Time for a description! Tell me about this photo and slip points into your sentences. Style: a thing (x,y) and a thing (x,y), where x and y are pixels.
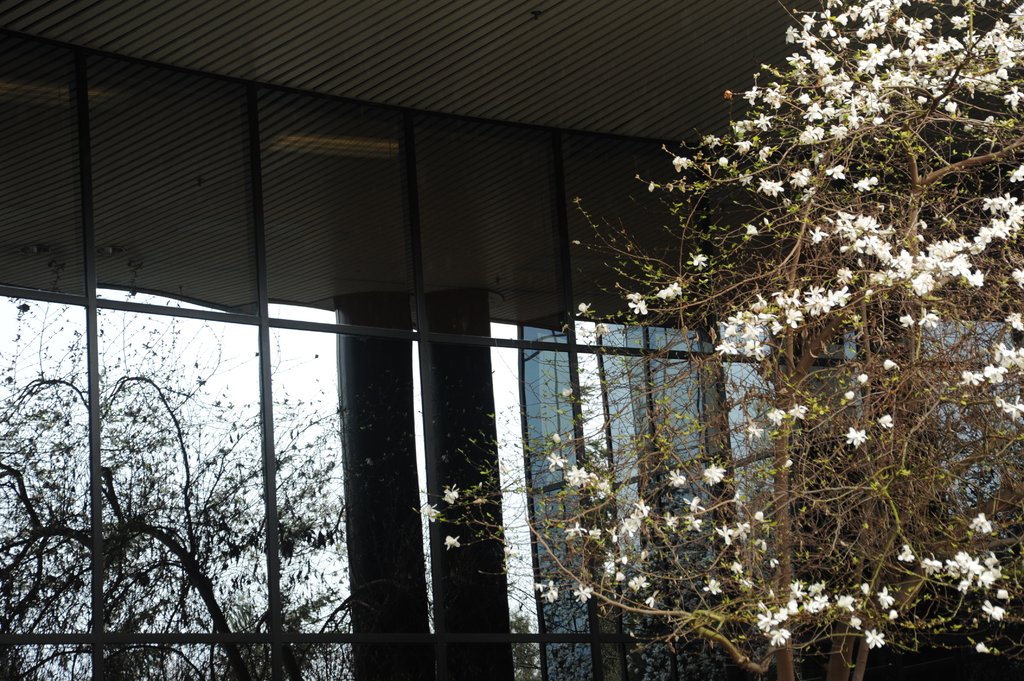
In this image I can see the white color flowers (983,40) to the plant (757,408). To the side I can see the shed (258,130). In the background (127,355) I can see the white sky (69,381).
